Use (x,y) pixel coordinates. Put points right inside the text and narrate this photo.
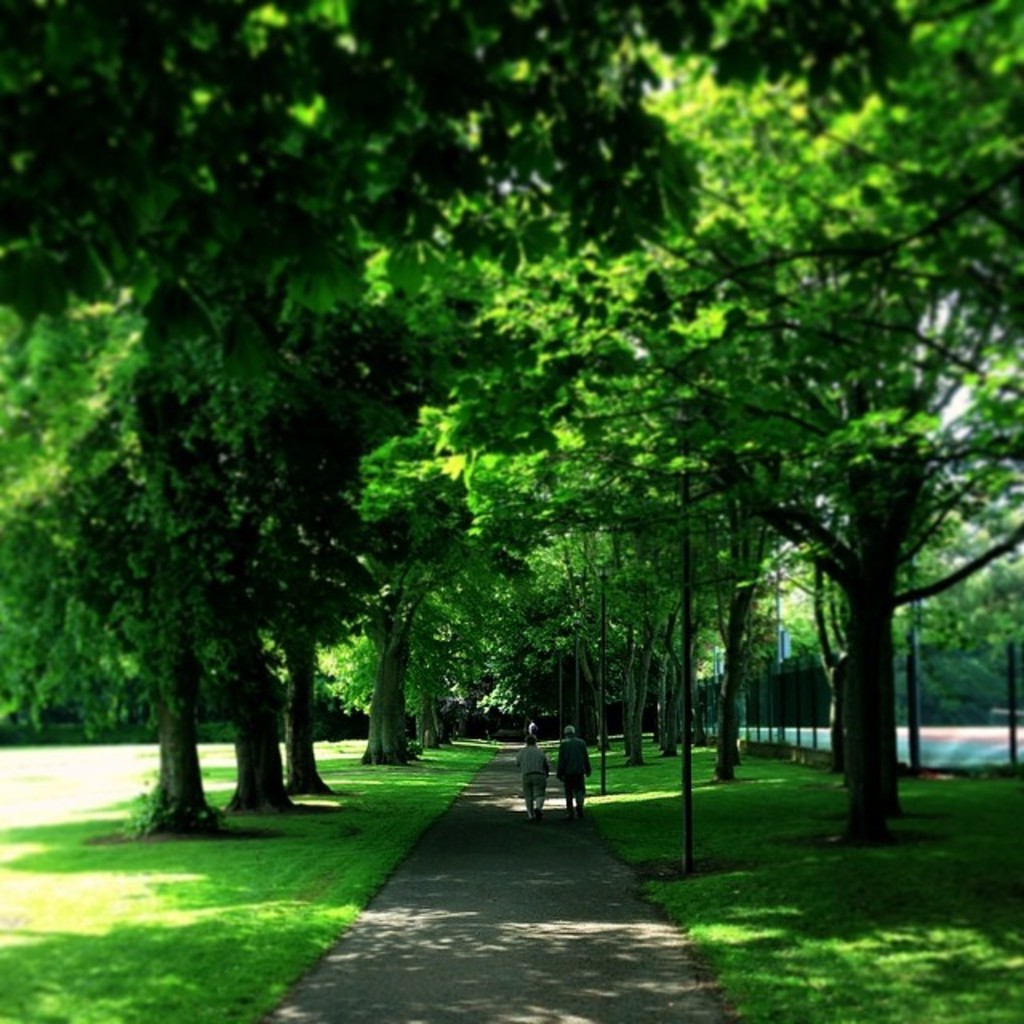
In the image I can see trees (477,400), the grass (238,924), people (539,811) on the road (489,811), poles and other objects (756,724) on the ground (740,782).
